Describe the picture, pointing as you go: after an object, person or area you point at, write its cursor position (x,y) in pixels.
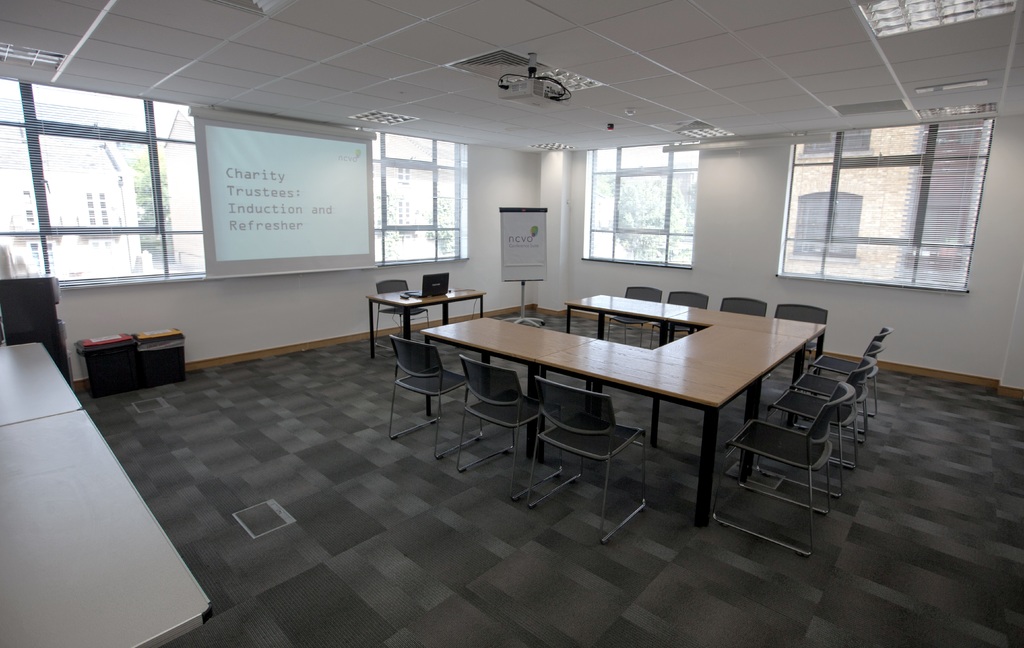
In this image we can see inside of a building (476,121). There are many buildings (72,214) in the image. There are few windows (169,140). There is a projector screen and a projector (531,100) in the image. There are many chairs (843,413) and tables (576,358) in the image. There is a laptop (426,287) on the table (446,303). There is a board (522,262) in the image. There are few lights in the image. There are few objects (118,362) on the ground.
